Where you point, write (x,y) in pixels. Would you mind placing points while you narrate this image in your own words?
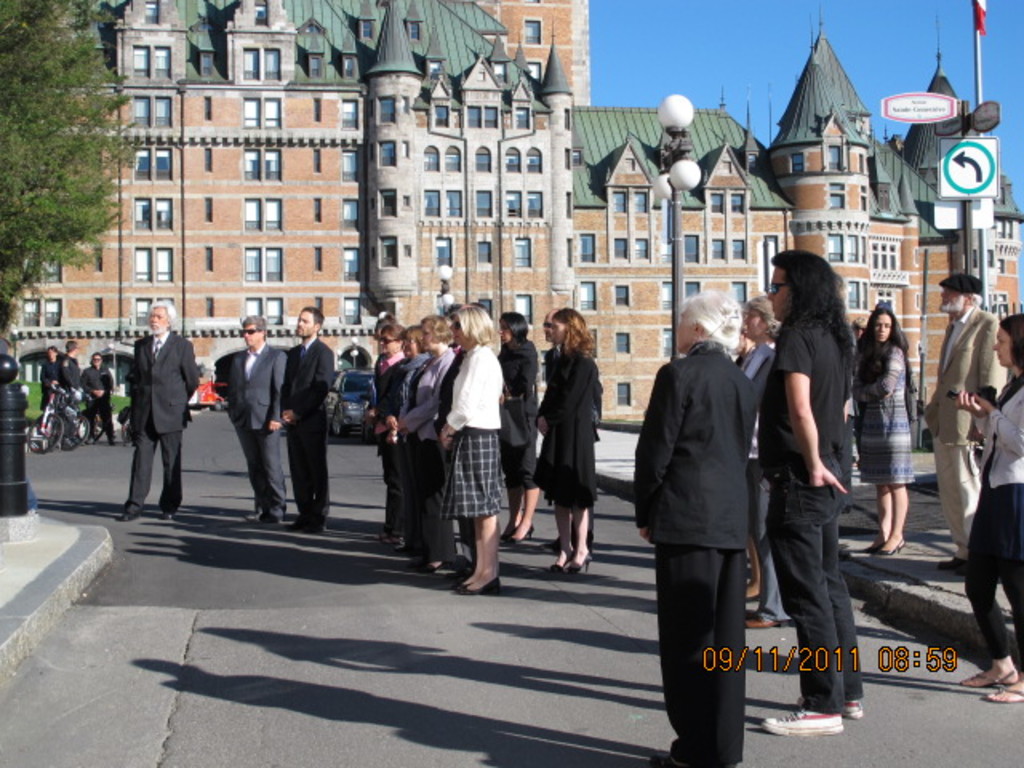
In this image I can see the group of people (563,431) standing and wearing the different color dresses (458,495). On the road (368,461) I can also see the vehicles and bicycles (43,436). To the side of the road (610,615) I can see many light poles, boards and trees (24,94). In the background (536,246) I can see the building (547,204) with windows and the blue sky (796,22).
